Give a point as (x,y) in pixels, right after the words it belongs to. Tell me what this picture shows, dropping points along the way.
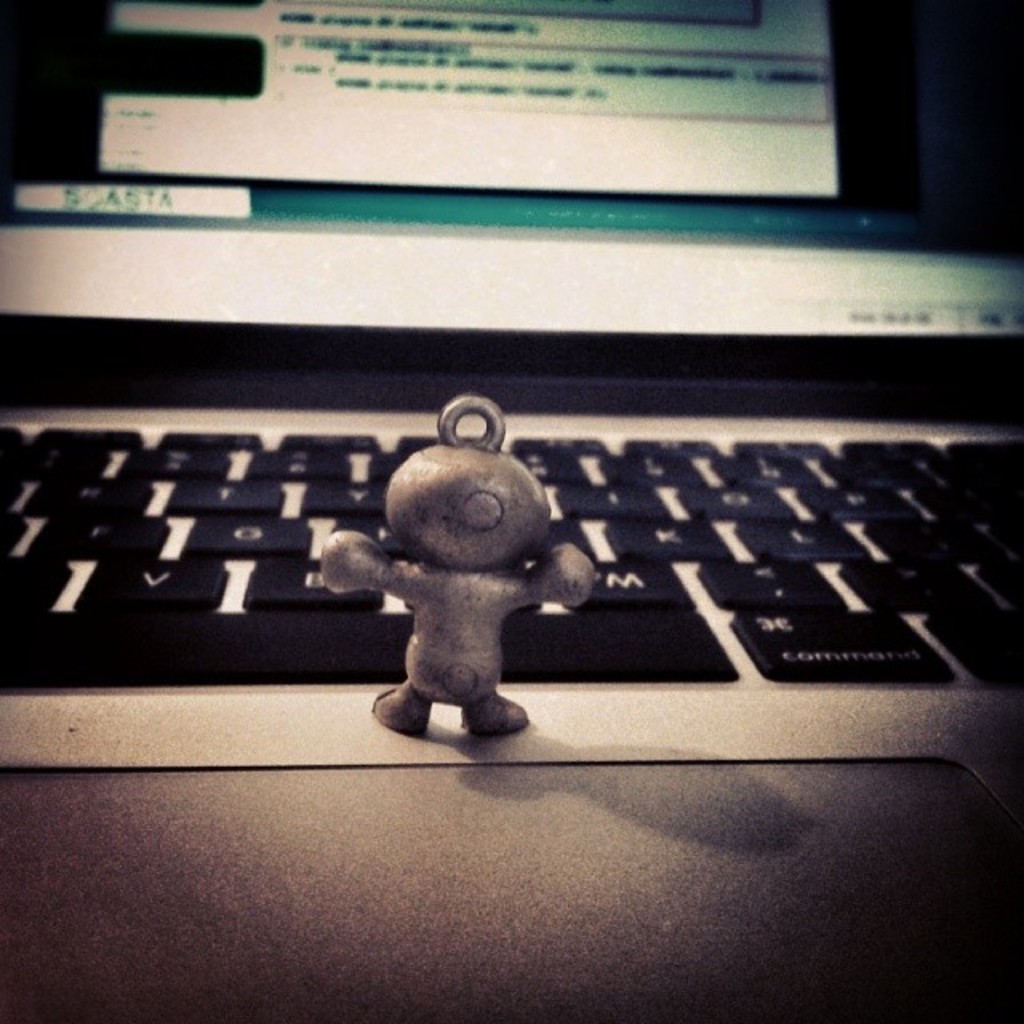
In this image we can see a toy (429,503) on the laptop (585,417), and the background (425,157) is blurred.
